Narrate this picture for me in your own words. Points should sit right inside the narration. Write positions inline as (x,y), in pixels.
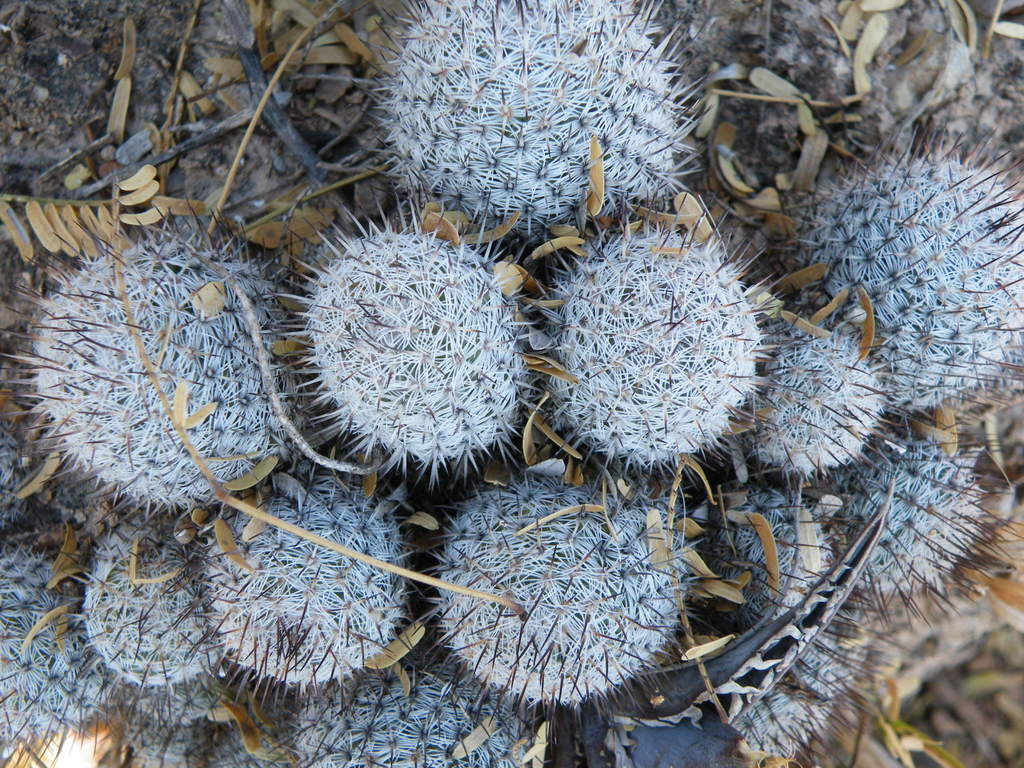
In this image, we can see plants (955,549), dry leaves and stems (910,727).
